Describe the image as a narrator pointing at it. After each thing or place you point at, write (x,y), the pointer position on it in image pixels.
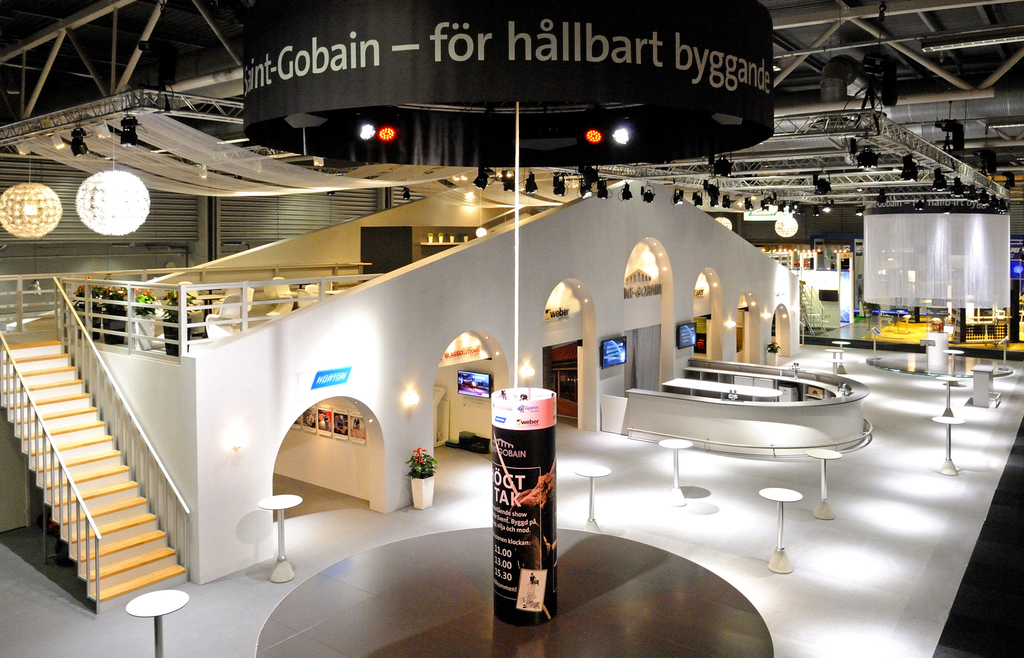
In this image I can see the inner part of the building (163,415). I can see few stairs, railings (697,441), flower pots (418,480), tables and the banner (529,494) is attached to the pole (542,487). At the top (867,143) I can see few lights (865,162) are attached to the poles (878,139).
